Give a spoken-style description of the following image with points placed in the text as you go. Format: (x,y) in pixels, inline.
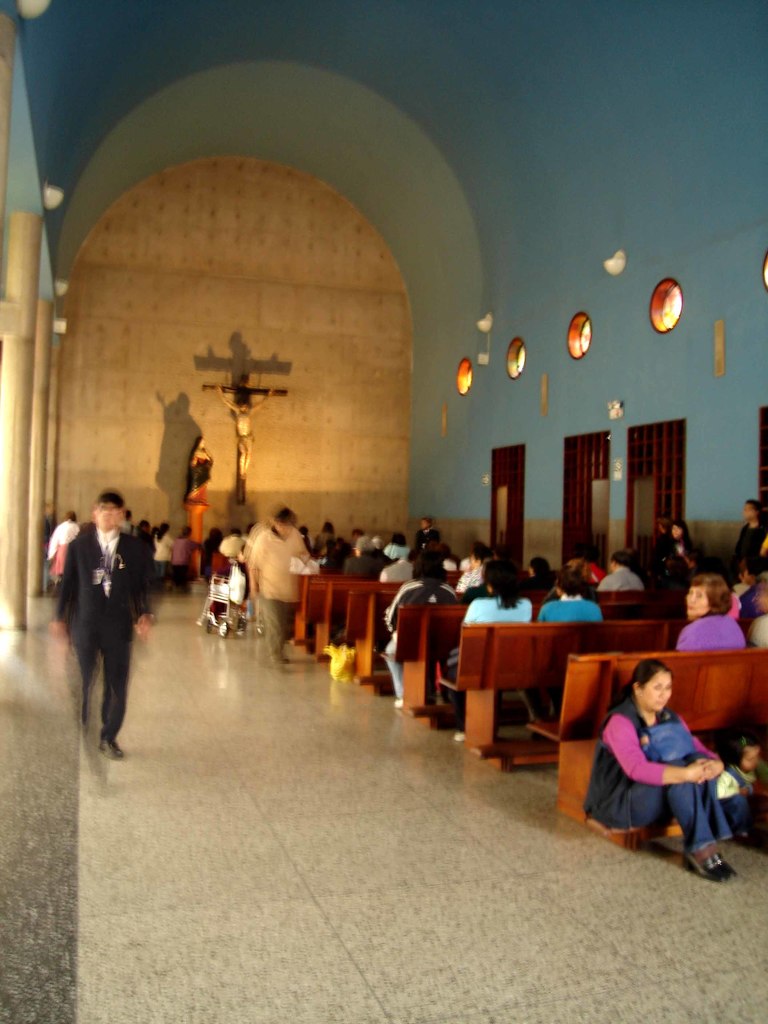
In this image we can see group of people (649,770) sitting on chair (482,628). One person (106,596) is wearing a coat (106,607) is standing. In the background (206,479) we can see two statues (199,485) on the wall (314,406), group of lights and doors (512,499).
